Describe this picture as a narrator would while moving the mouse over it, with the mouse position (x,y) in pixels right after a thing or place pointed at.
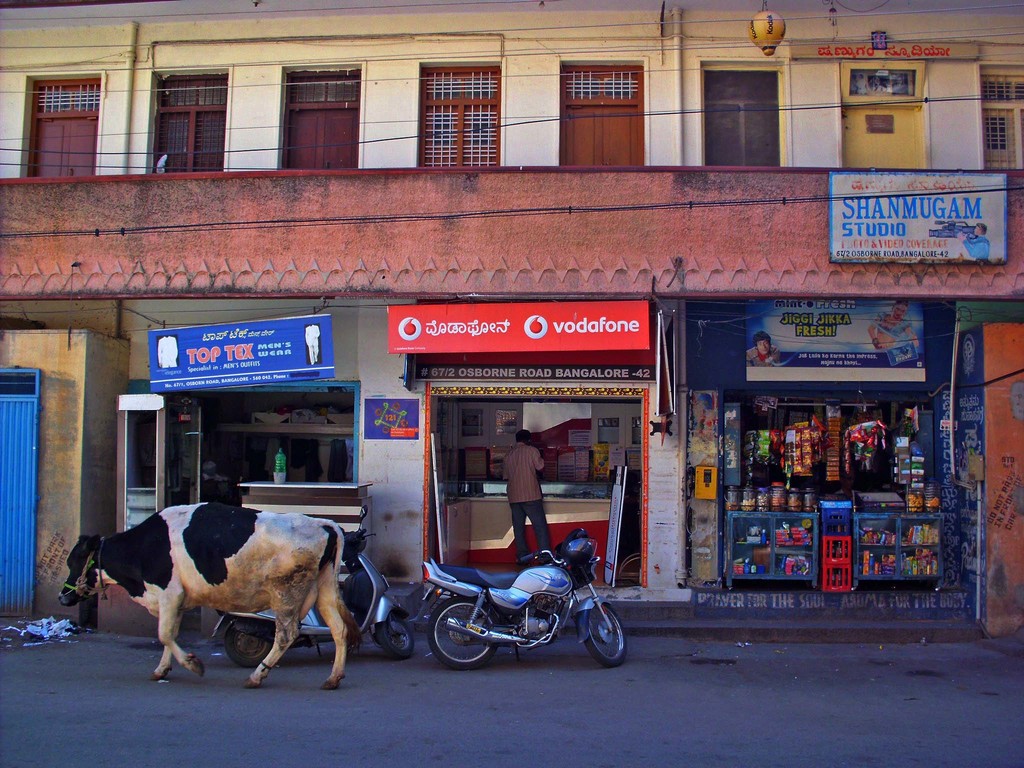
In this image I can see few stalls (753,543). In front (232,588) I can see an animal (253,573) in black and white color and I can also see few vehicles (403,635). Background (941,84) the building (331,136) is in cream and brown color and I can also see few doors (68,130) in brown color.
